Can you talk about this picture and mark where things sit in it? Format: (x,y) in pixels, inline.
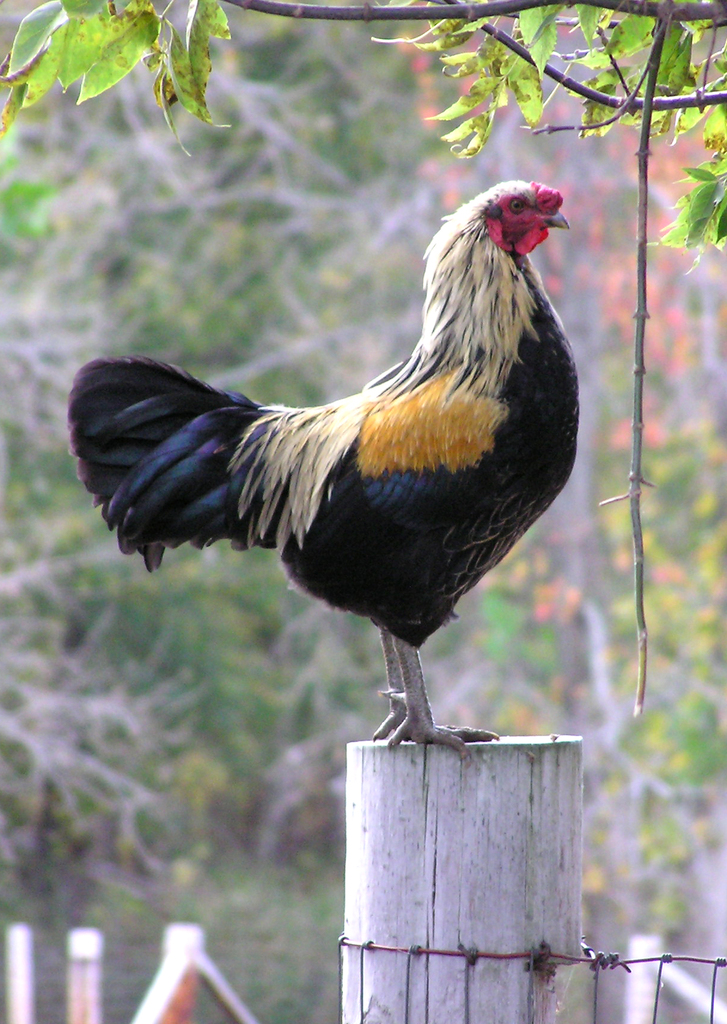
As we can see in the image in the front (502,292) there is a rooster (427,448) standing on wooden log (435,830). In the background (418,187) there are trees (174,235). The background (142,305) is little blurred.
